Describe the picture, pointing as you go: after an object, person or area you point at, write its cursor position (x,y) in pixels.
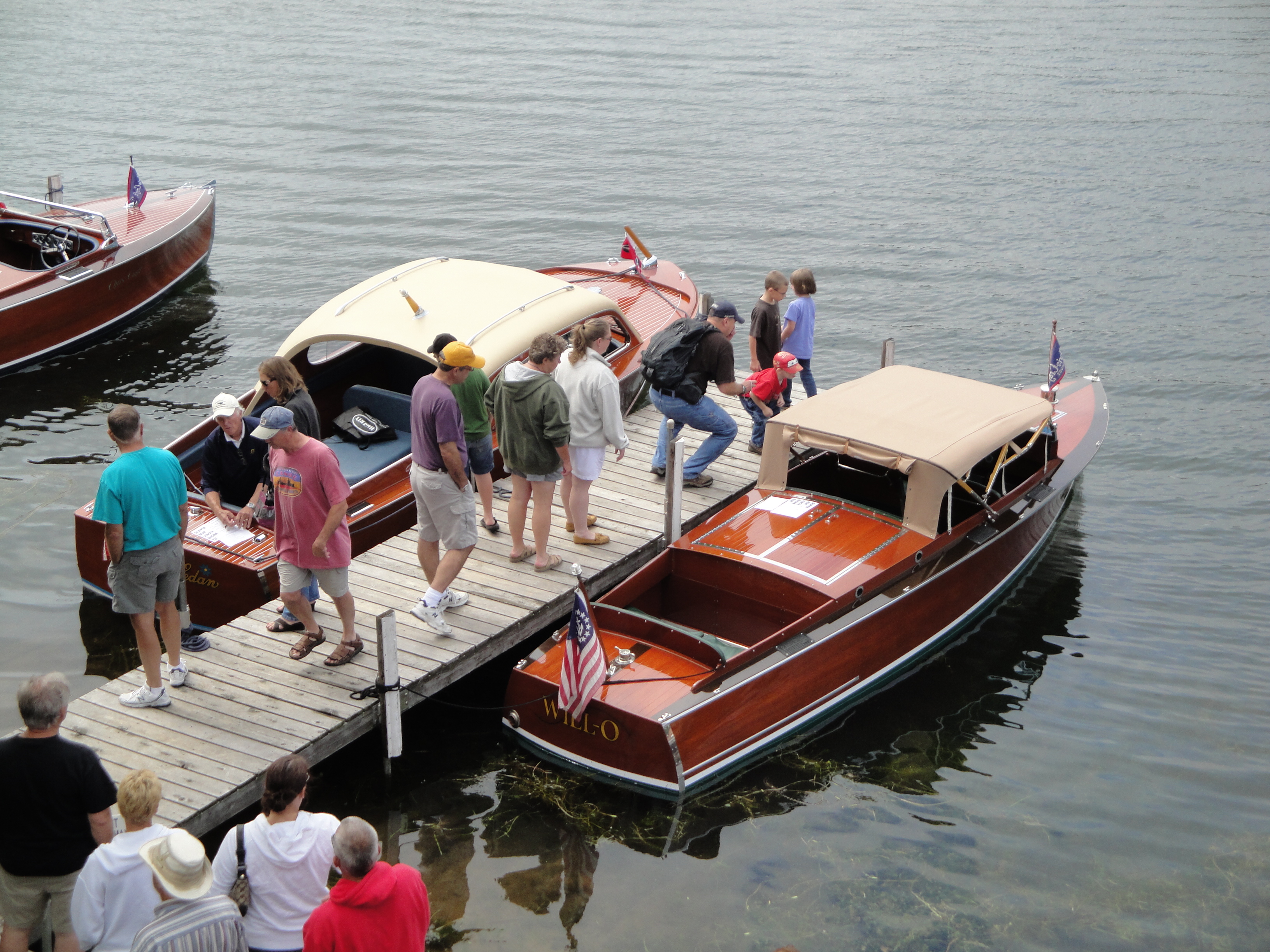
In this picture we can see three boats (195,209) on water (307,141) with flags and two persons (214,443) on it and beside to these boats (874,565) we can see a group of people (718,360) where some are standing and some are walking on a path (479,583).
